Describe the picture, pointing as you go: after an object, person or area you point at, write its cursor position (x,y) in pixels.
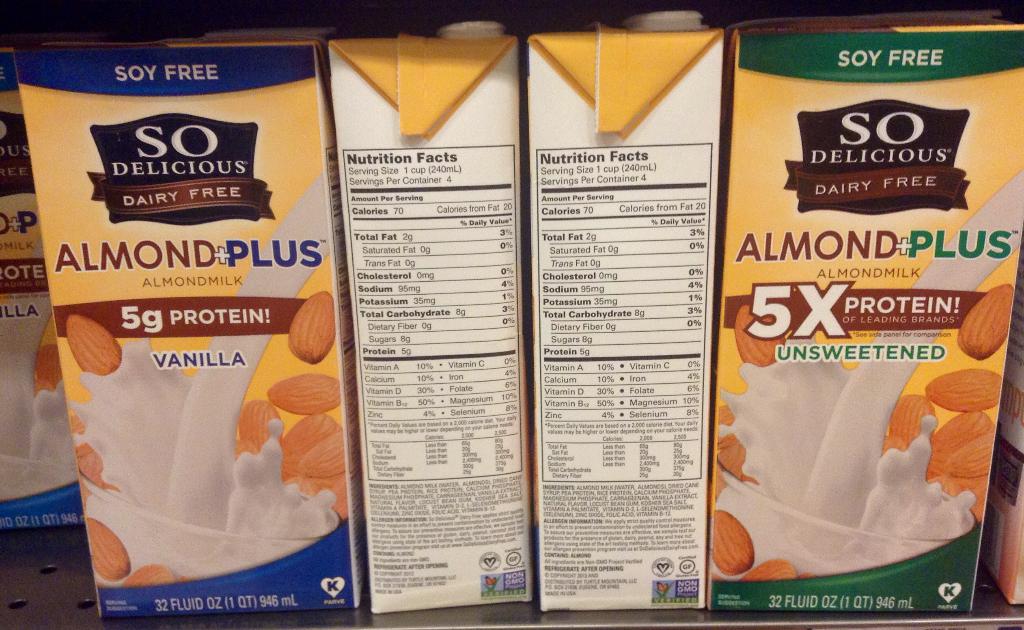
In this image there are paper almond milk containers (297,298) on the rack (374,618).
